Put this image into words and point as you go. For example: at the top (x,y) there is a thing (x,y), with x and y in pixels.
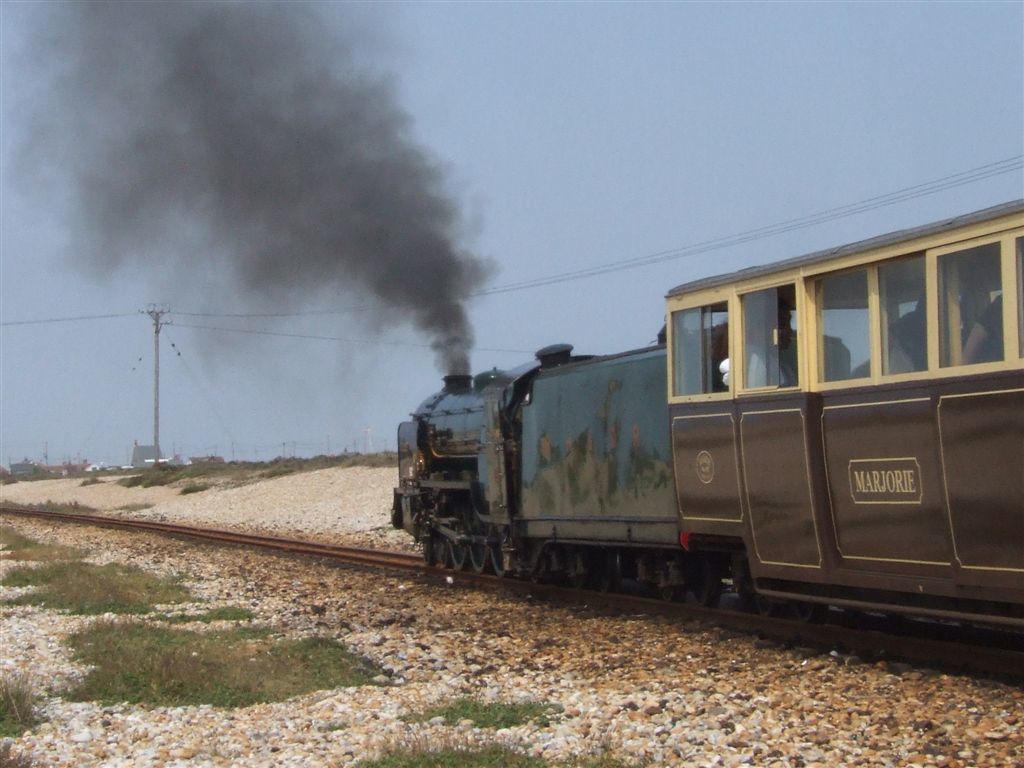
In this image I can see railway tracks (183,528) and on it I can see a train (514,433). I can also see grass (486,726), smoke (354,275), few wires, the sky (180,293) and here I can see something is written.
